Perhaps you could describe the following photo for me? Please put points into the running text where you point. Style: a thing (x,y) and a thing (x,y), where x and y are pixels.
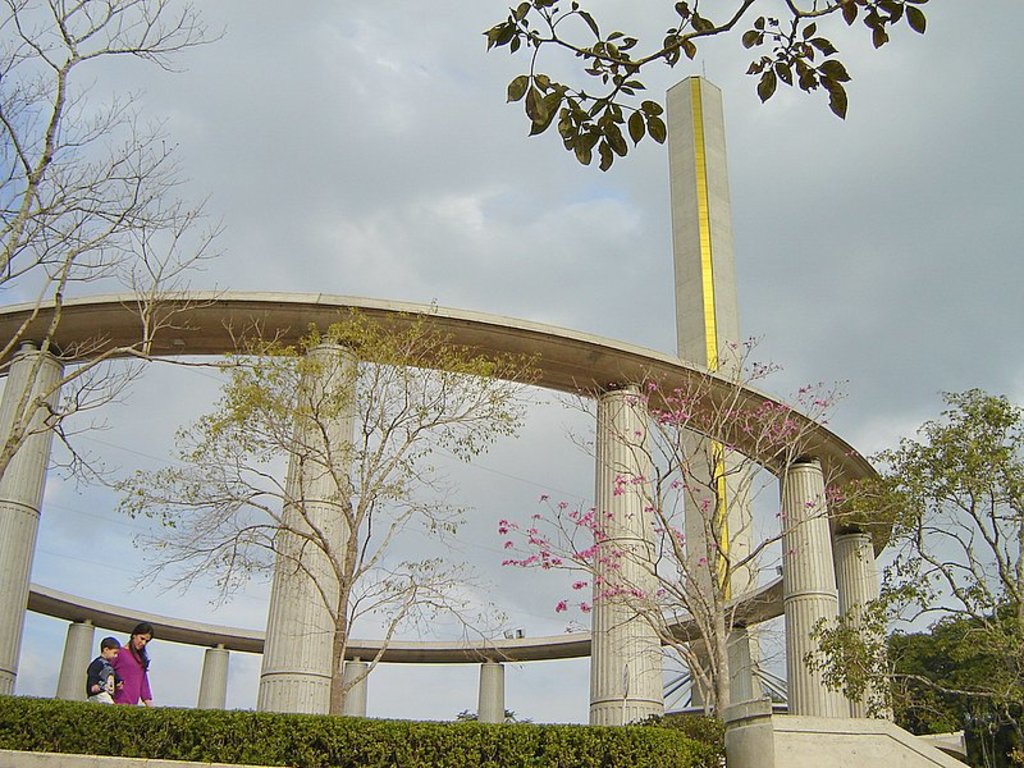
In this image two people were walking on the road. At the back side (351,511) there are trees (267,352), building (16,462) and sky (306,192).
